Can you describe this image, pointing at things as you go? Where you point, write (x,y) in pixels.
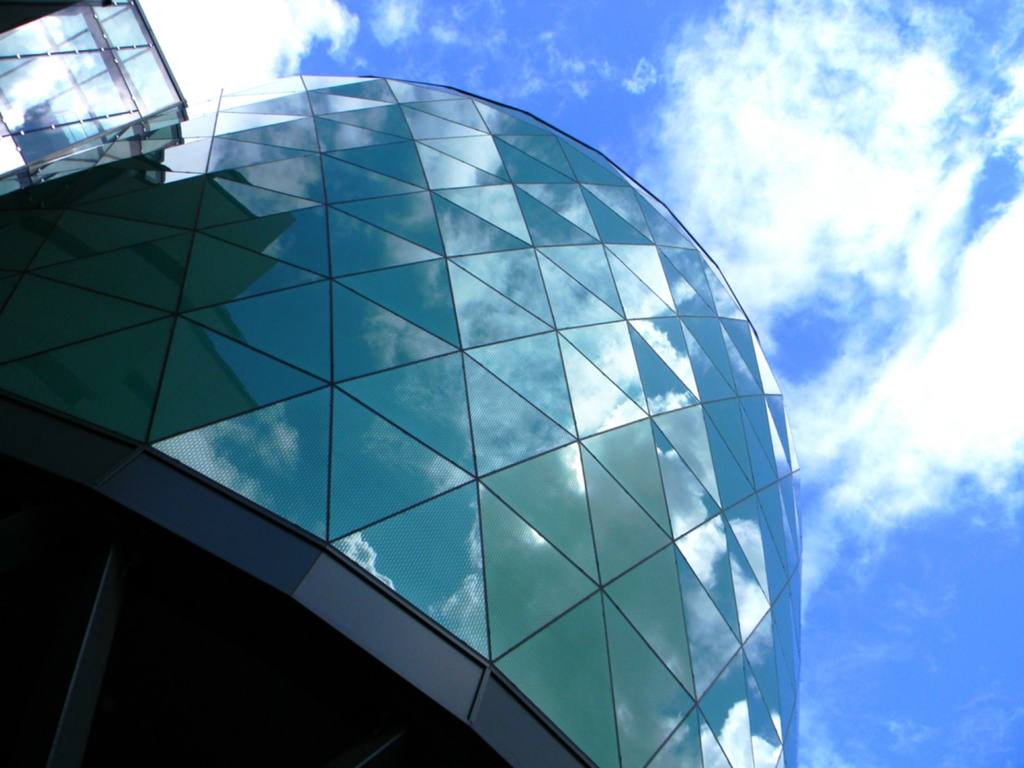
In this image we can see a building (443,503). There is a reflection (436,401) of a blue and cloudy sky (551,372) in the image. There is a blue and cloudy sky (811,183) in the image.
